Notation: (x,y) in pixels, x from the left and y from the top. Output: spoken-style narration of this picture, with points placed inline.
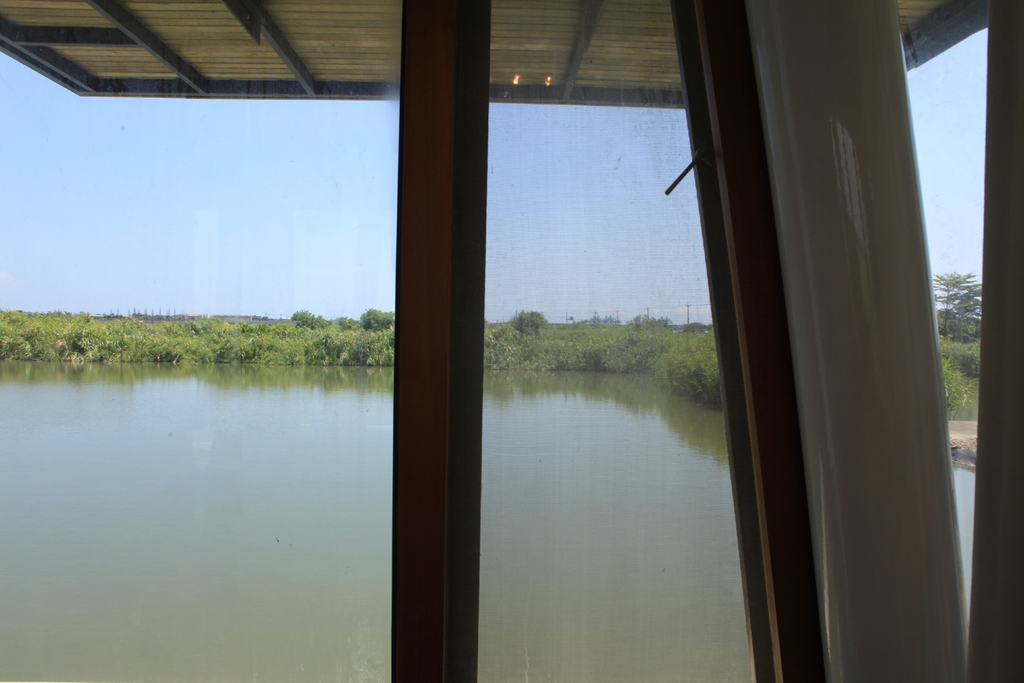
In the foreground of the picture (569,101) there is a glass (372,104). In the center of the picture (528,413) there are plants (25,340), trees (972,332) and a water body (365,436). Sky (216,213) is clear and it is sunny.
